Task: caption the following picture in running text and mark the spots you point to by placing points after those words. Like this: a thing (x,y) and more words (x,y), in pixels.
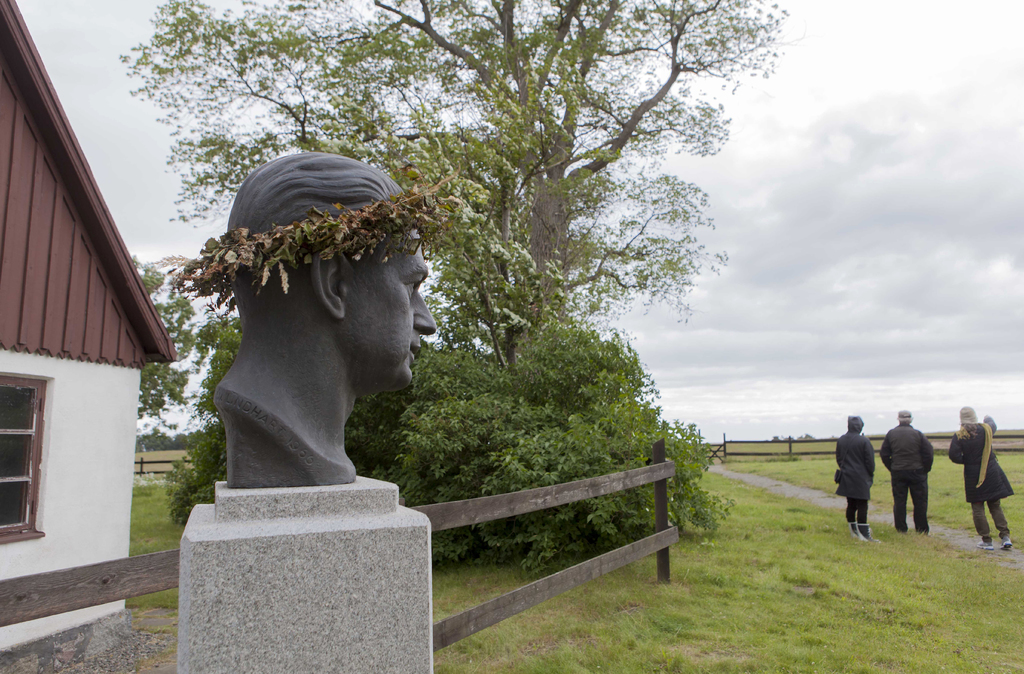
In this image on the left side (314,366) there is a sculpture (291,450), and in the background (693,520) there are plants (499,401) and trees (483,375). On the right side (867,463) there are some people (919,455) standing, on the left side (83,290) there is a house (100,625) and fence (618,553). In the background (871,439) there is fence (726,455), at the bottom (713,603) there is grass (888,570) and at the top (843,114) there is sky (802,226).
